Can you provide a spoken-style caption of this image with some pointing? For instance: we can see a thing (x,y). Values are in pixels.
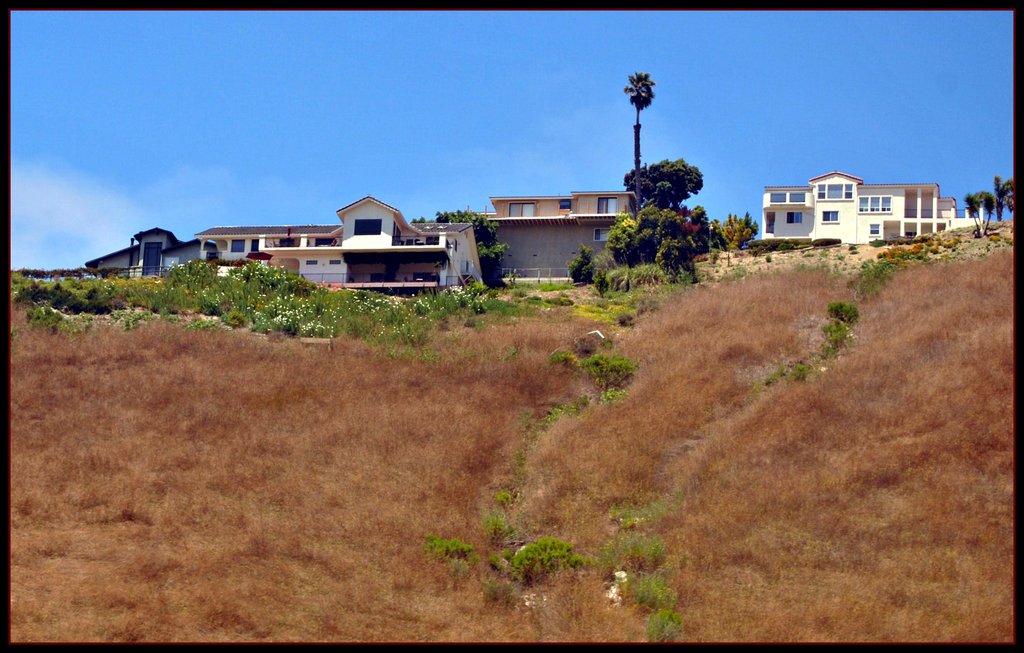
In the picture there are few houses (194,258) and in between the houses (629,196) there are many trees (631,176) and in the front (213,350) there is a huge grass surface (553,353).
